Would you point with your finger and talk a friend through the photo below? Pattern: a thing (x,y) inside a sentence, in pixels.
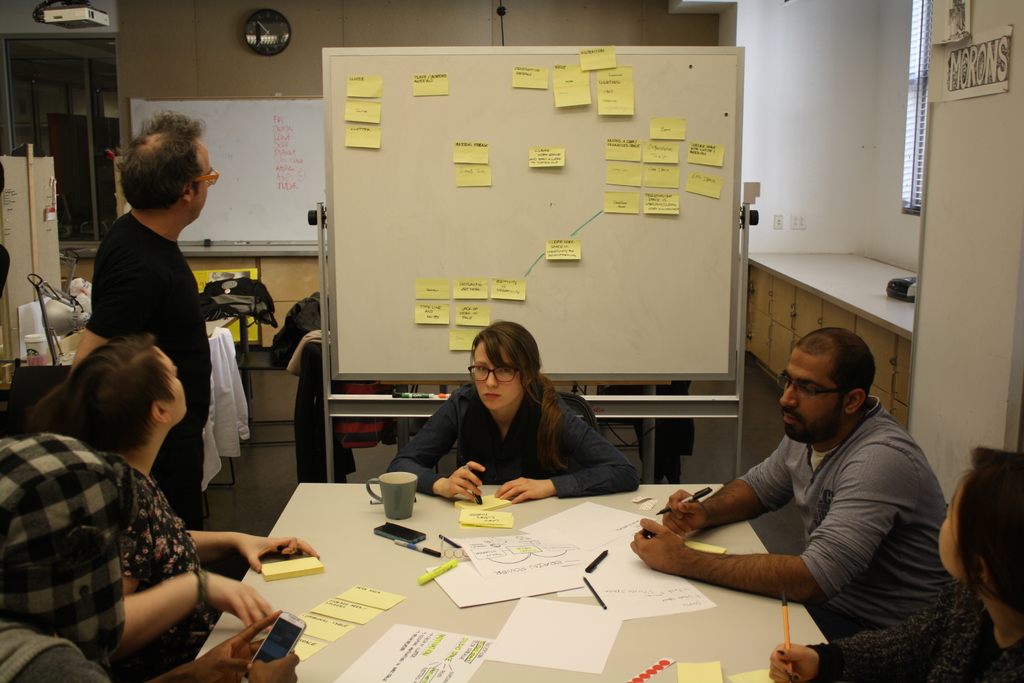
In this image, we can see people (164,625) sitting and some are holding pens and one of them is holding a mobile (263,651) and we can see a person (149,282) standing. In the background (330,181), there are boards (405,136) and we can see some stickers (563,246) and there are cupboards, lights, boxes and there is a clock (285,38) on the wall (404,37) and some clothes (222,311) on the table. At the bottom (471,555), there is a cup (392,491), papers (574,590) and some pens (417,550) are placed on the table (576,674).
